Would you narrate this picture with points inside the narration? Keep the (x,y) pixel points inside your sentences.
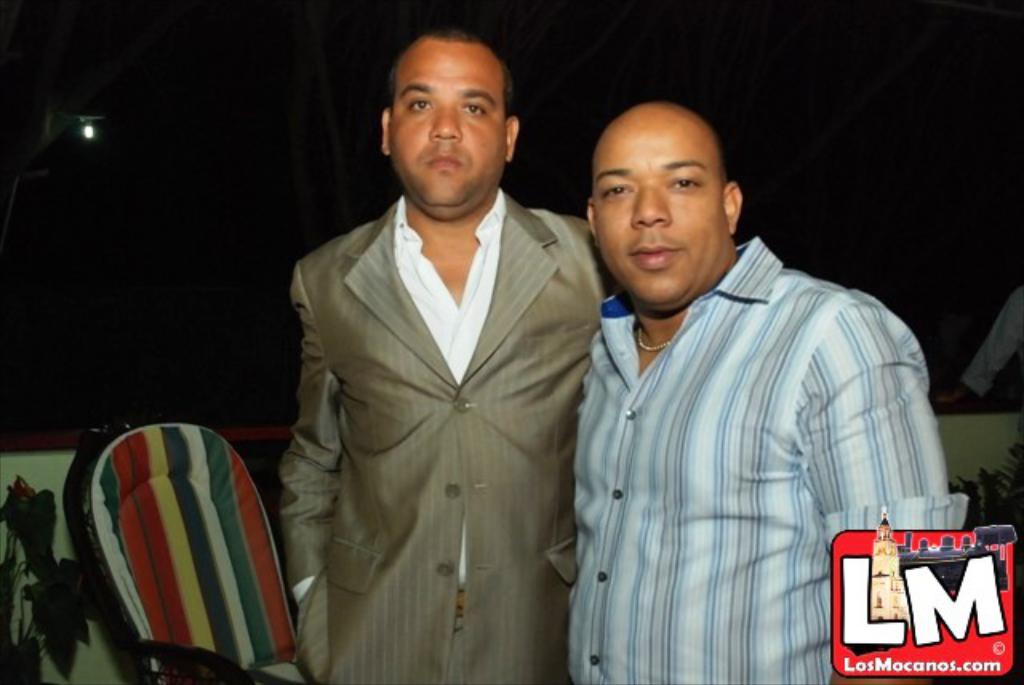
In this image I can see two people (531,416) standing and wearing the different color dresses (383,614). To the left (248,643) I can see the colorful chair (178,613). To the right (955,391) I can see one more persons hand (938,403), plant (1002,479) and the wall (956,466). I can see the light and black background (74,189).
